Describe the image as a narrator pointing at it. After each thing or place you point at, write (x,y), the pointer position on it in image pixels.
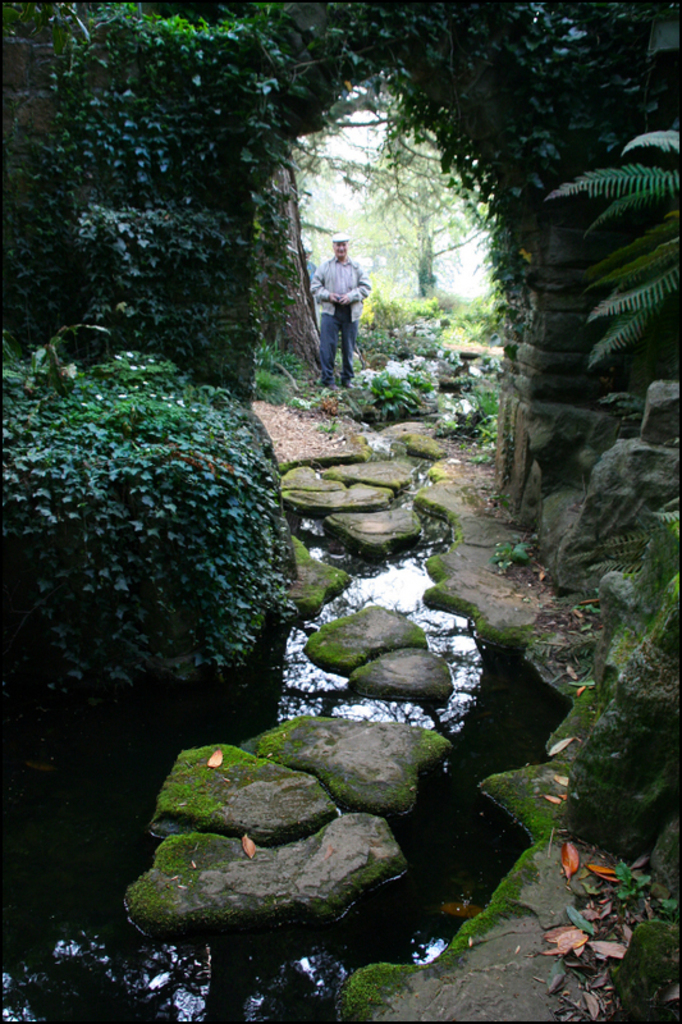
In this image I can see the water (70,1009), few stones (207,771). Background (299,337) I can see the person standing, trees (392,147) in green color and the sky (364,156) is in white color.
